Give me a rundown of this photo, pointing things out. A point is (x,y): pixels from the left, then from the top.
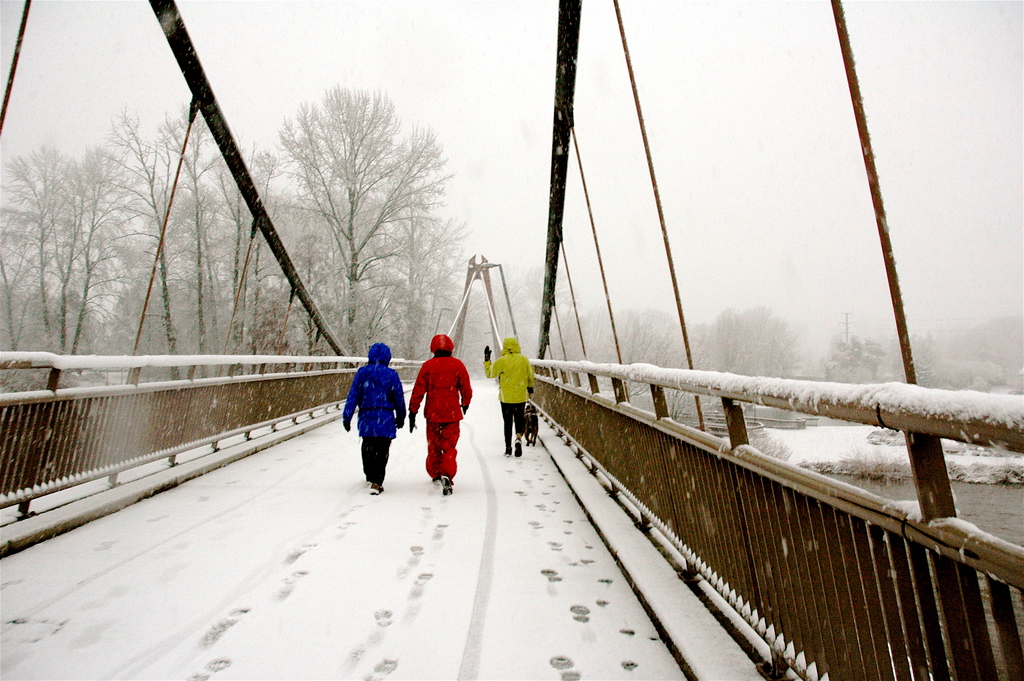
In this image there are a few people (424,371) walking on the bridge (563,448) and on the right side of the image (978,489) there are like a few boats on the river (966,504), there is a snow (72,365) and in the background (397,274) there are trees (145,277) and the sky (698,305).
